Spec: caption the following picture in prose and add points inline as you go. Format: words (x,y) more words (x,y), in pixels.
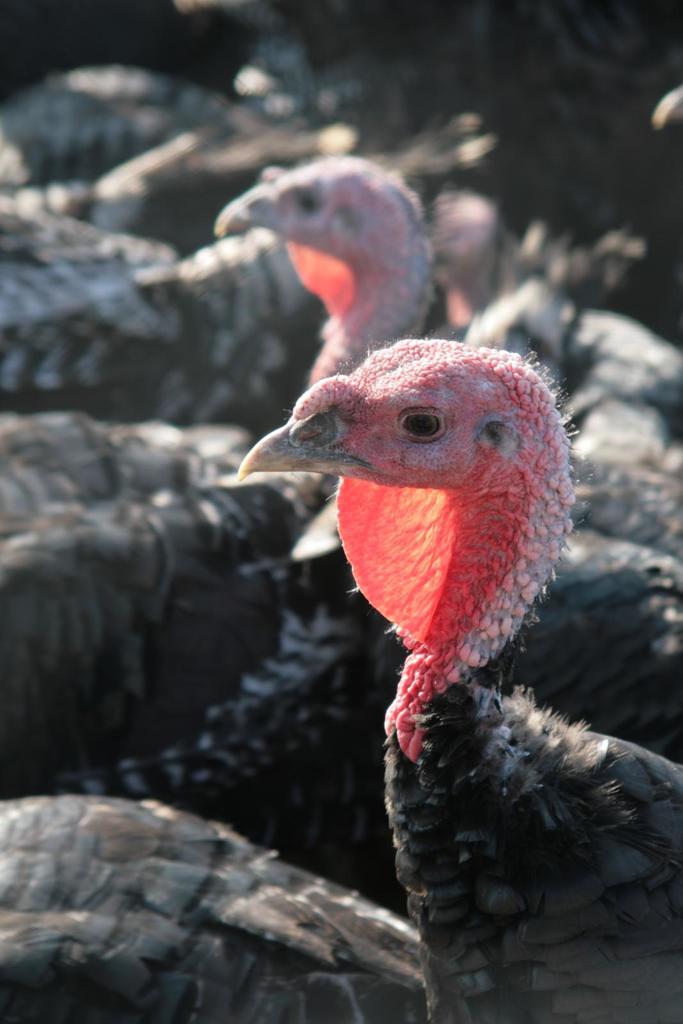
In this picture we can see a group of birds (132,343) and in the background (322,80) it is dark.
